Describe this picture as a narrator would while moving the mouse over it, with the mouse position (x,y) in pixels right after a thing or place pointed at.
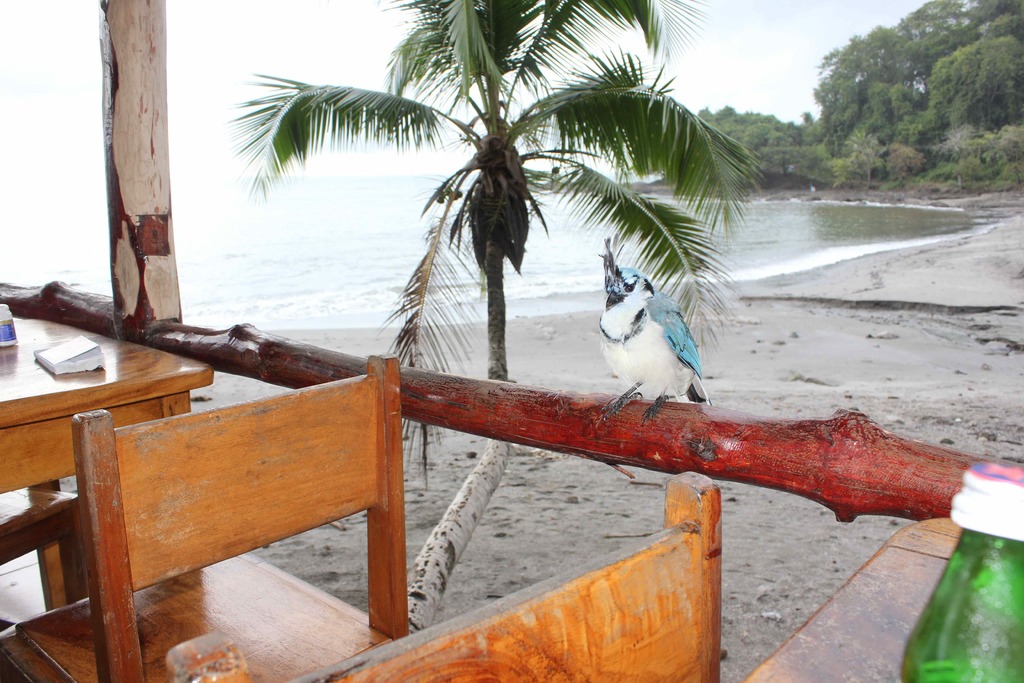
In this image, there is a table (61,409) which is in yellow color, there are some chairs (359,619) which are in yellow color, there is a bottle (943,663) which is in green color kept on the table (896,548), there is a brown color log (412,414), there is a bird (637,377) sitting on the brown color log (671,452), there is a green color plant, in the background (321,240) there is a blue color sea (332,246) and there are some green color trees (917,111) and there is a sky (749,36) in white color.
